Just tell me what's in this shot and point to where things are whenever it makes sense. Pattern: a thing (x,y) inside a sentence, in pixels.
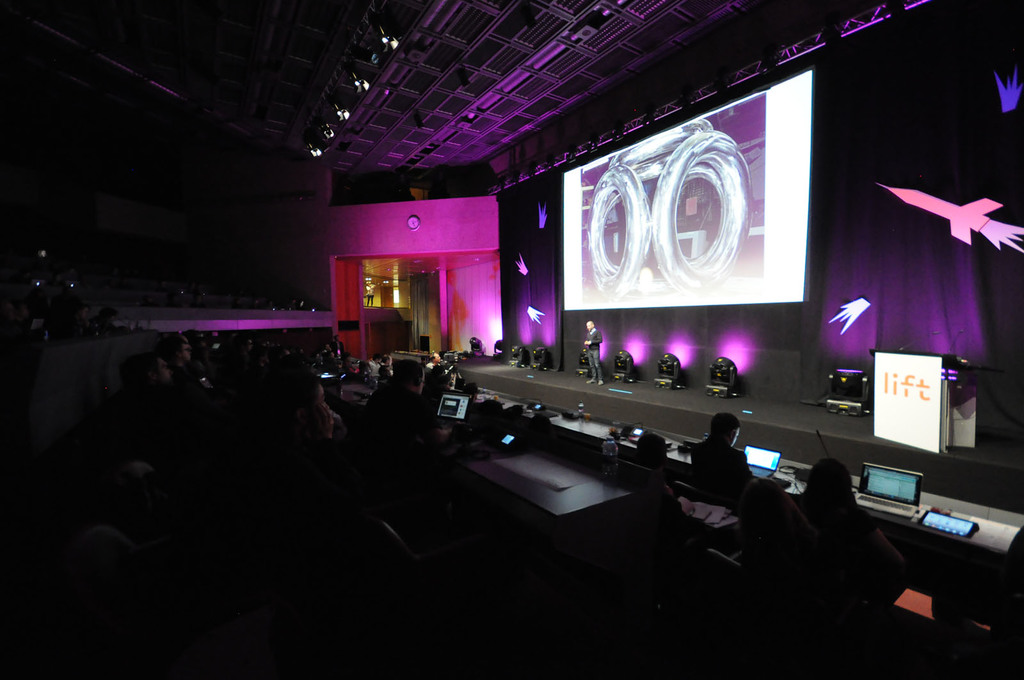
In this image on the left side (189,319) the image is dark but we can see persons (158,467) and there are monitors (447,421), bottles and objects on the table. In the background (624,356) a man (591,375) is standing on the stage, lights (621,354), screen (788,202), door (430,265), clock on the wall (357,246) and objects (945,201) on the black color cloth (914,211).
